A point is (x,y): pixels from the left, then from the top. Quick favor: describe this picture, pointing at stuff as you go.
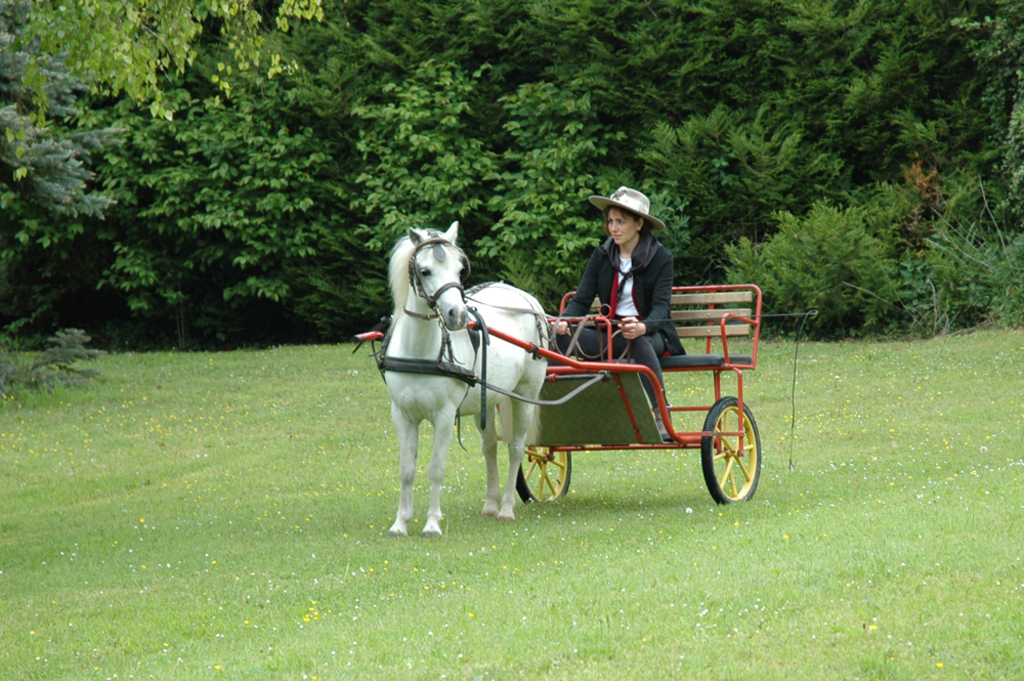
In this picture we can see a woman (634,313) sitting in a horse cart (690,301), at the bottom (642,577) there is grass (644,580), we can see trees (652,110) in the background (565,97), this woman (651,285) wore a cap (608,202).
